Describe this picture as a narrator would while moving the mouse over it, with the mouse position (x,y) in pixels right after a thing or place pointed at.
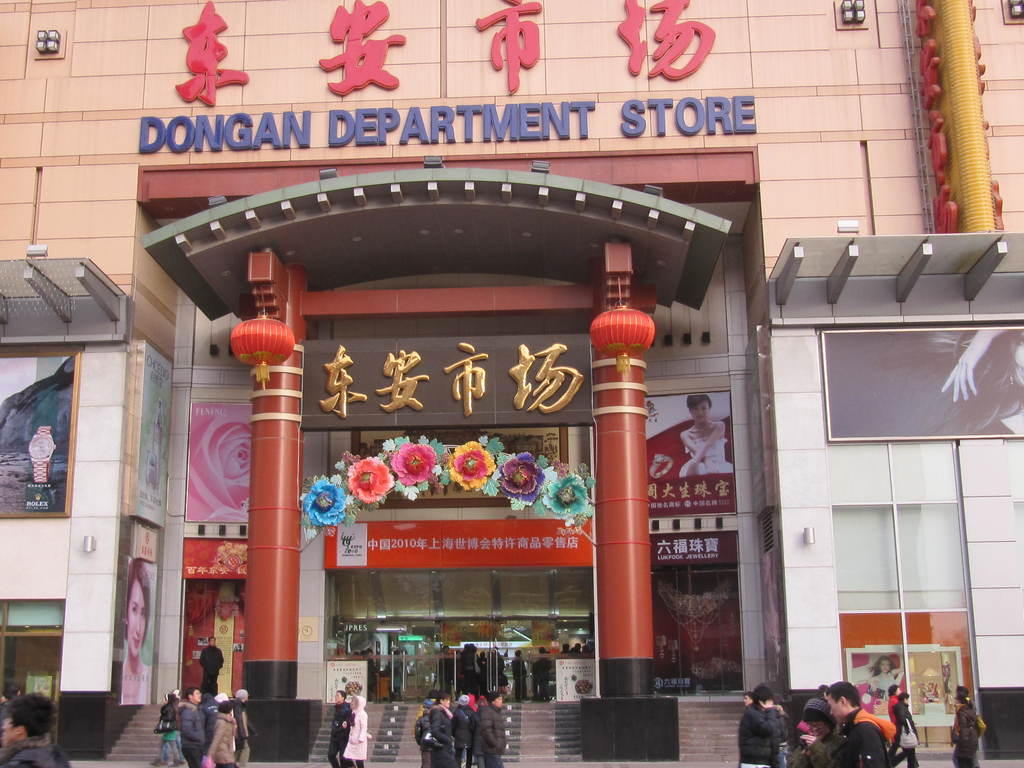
In the image there is a big shopping mall (193,44) in the back (839,350) with many people (196,744) walking in front of it on the road (625,763).
